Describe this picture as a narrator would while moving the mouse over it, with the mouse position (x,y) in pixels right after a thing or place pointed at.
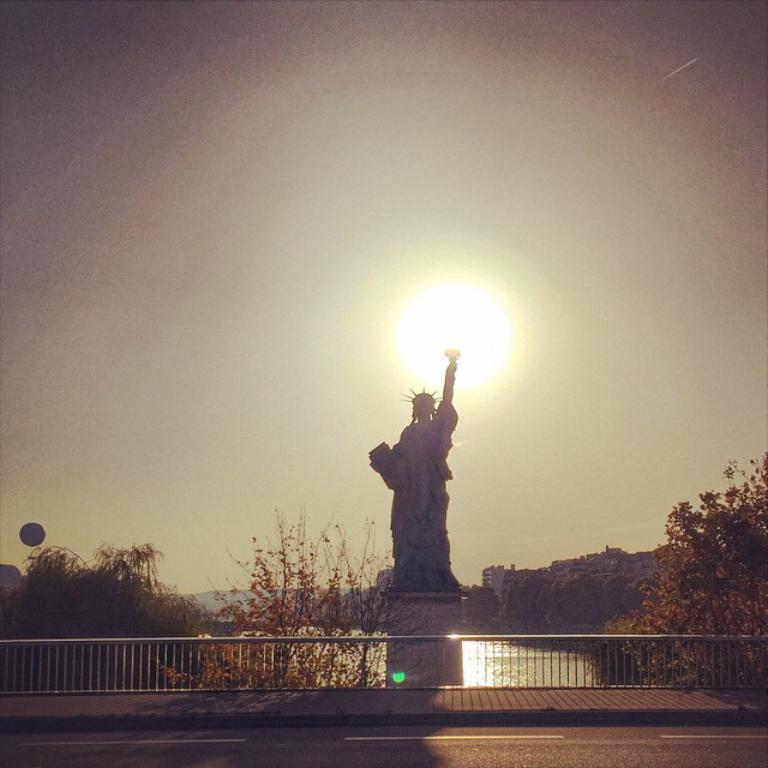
In the center of the image (406,504), we can see a statue (416,523) and in the background (310,593), there are trees (547,576), buildings (593,574) and there is water (496,656) and railing (447,677) and we can see sun (494,342) in the sky (591,343). At the bottom (398,730), there is a road (247,727).
